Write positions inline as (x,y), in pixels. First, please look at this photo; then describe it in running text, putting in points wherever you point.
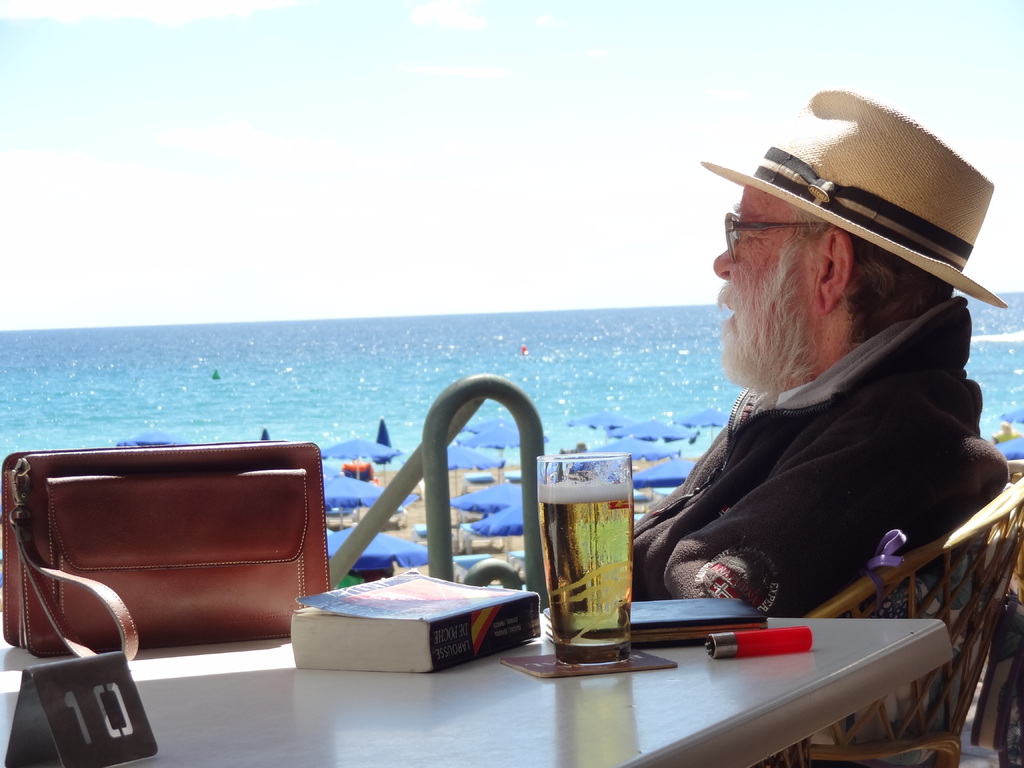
In this picture there is a man (793,585) sitting on chair (882,588) at a table (652,700). He is wearing a brown hoodie (745,517), a hat (803,189) and spectacles (730,234). On the table (388,732) there is a bag (114,576), a board (88,708), a book (412,600), a glass (582,599) and a lighter (759,642). In the image, behind the man (732,567) there are table umbrellas (466,459) on the land (408,518). In the background (360,321) there is sky (314,241) and water (375,387).
